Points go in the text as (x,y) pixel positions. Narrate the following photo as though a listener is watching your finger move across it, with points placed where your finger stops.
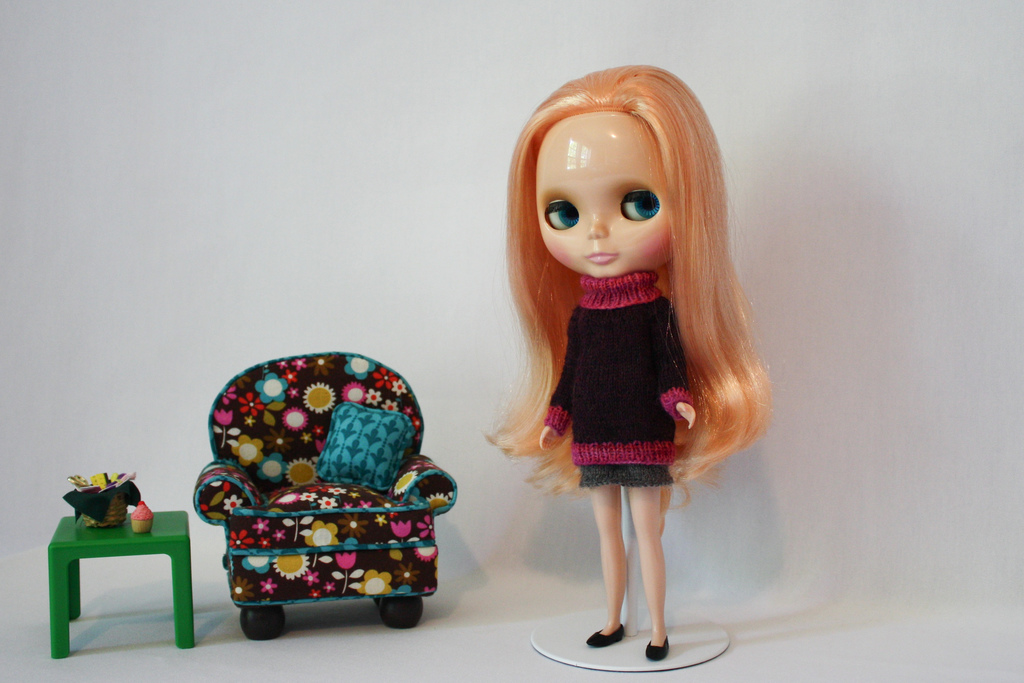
In this image we can see a doll (623,195), chair (323,550) and table (75,549), on the table (158,549) there is a cup cake (146,526) and basket (87,508) with white color background (485,515).
